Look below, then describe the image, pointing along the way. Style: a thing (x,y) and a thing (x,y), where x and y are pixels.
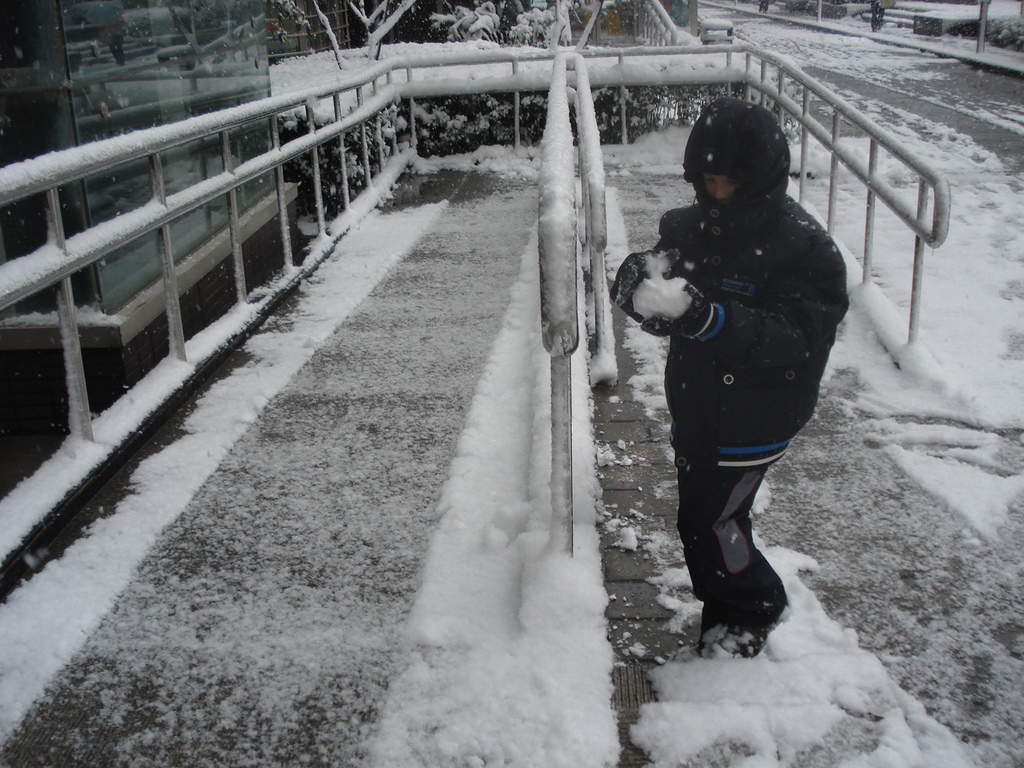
In this image there is a person (722,540) standing on the ground (688,645). There is snow (498,489) on the ground (479,366). Behind the person (715,554) there is a railing (923,232). To the left (189,61) there is a glass wall (113,73). In the background (365,33) there are trees (455,32). There is the snow (388,23) on the trees (566,8).
